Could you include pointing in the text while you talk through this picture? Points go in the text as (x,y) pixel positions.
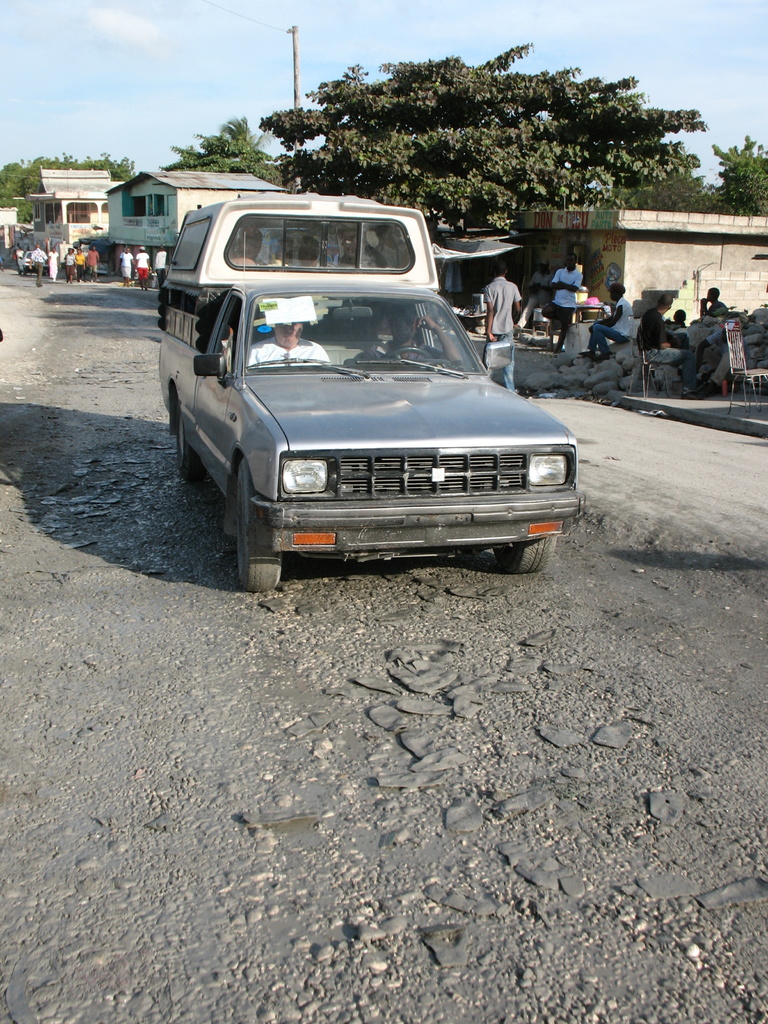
In this image there is a vehicle (307,416) on the road (713,784). Few persons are sitting inside the vehicle (282,379). Few persons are walking on the road (684,428). Few persons (562,350) are sitting on the rocks (574,369). Behind there are few houses (67,238). Behind it there are few trees (327,161) and a pole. Top of image (327,81) there is sky (398,49).
